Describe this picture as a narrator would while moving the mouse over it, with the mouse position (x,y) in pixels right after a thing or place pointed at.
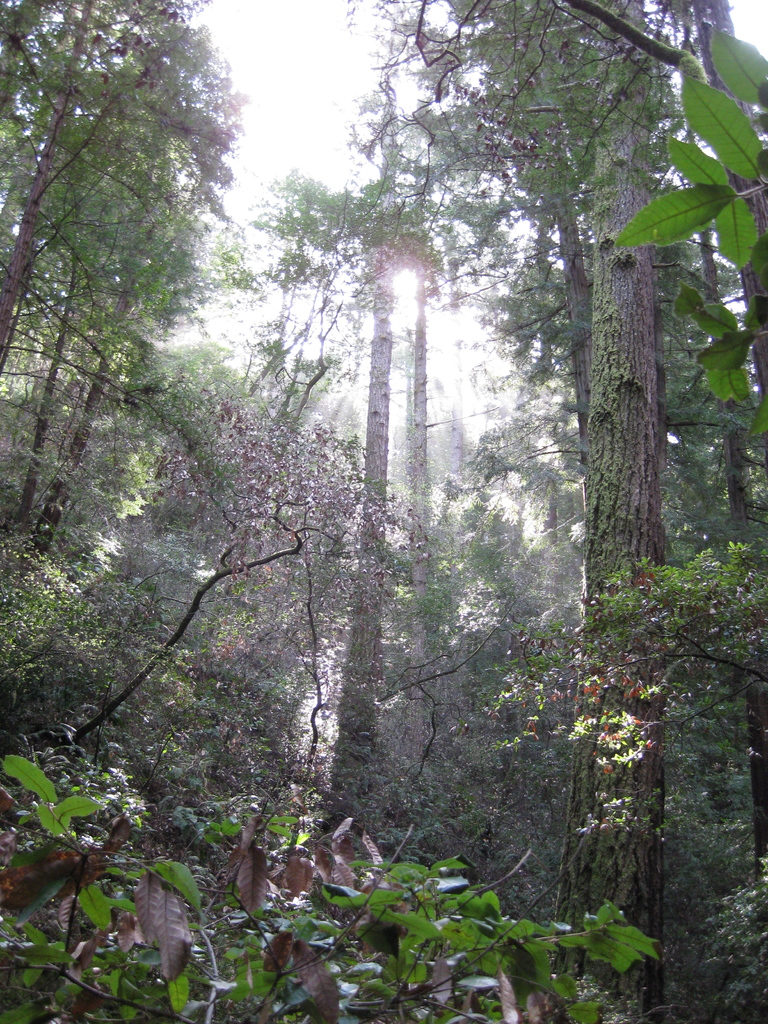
In the center of the image (408,473) we can see trees (347,618). In the background (479,417), we can see the sky (252,194).
